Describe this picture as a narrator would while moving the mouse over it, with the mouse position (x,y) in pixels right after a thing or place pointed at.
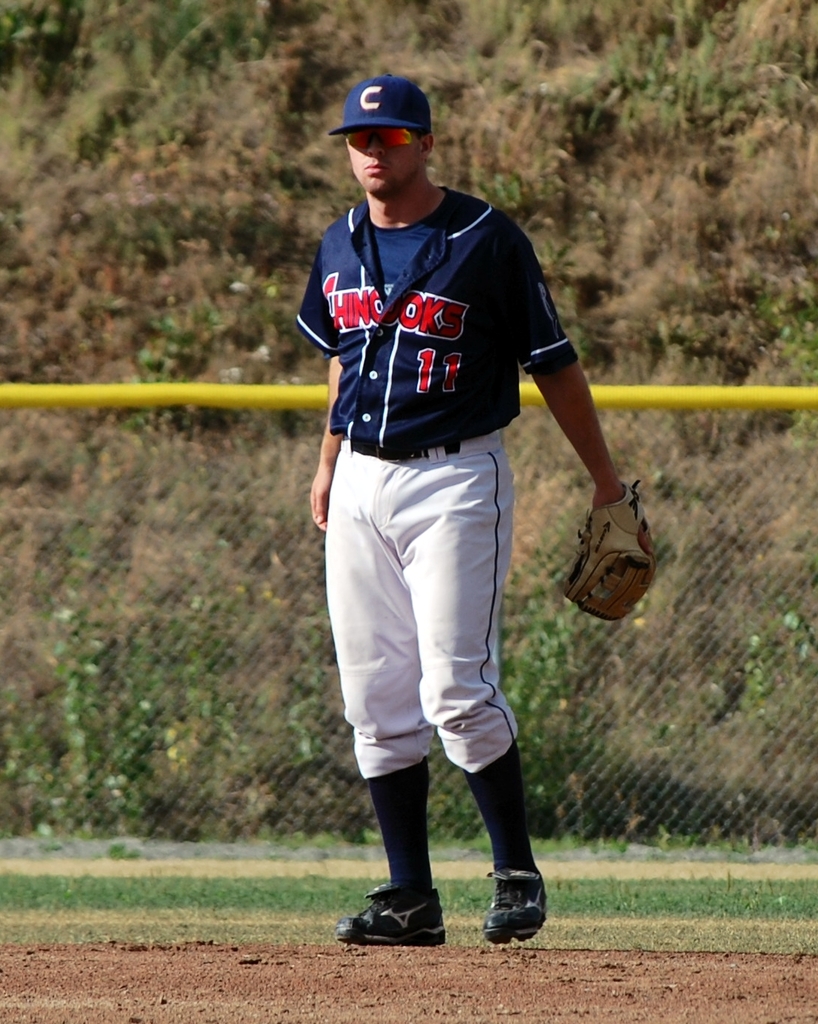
In this picture we can see a person (406,646) standing on the ground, he is wearing a glove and in the background (212,525) we can see a fence (17,500), trees (517,716).
